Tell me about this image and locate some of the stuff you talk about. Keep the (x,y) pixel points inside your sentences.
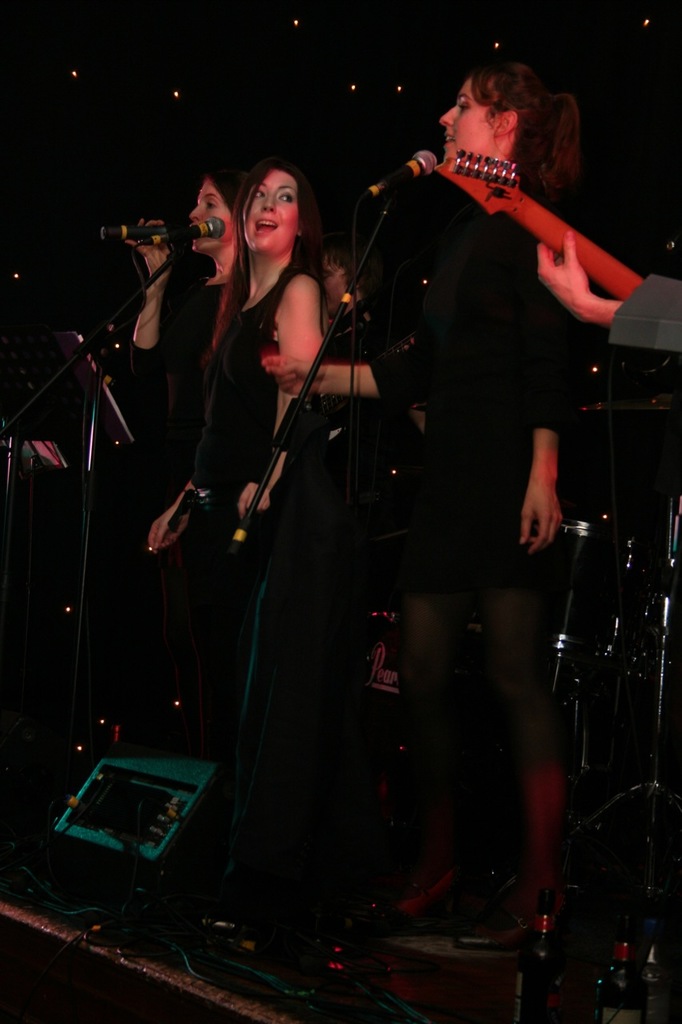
In this picture we can see some persons (354,532) are standing in front of mike (382,184). And these are the bottles (546,996).
